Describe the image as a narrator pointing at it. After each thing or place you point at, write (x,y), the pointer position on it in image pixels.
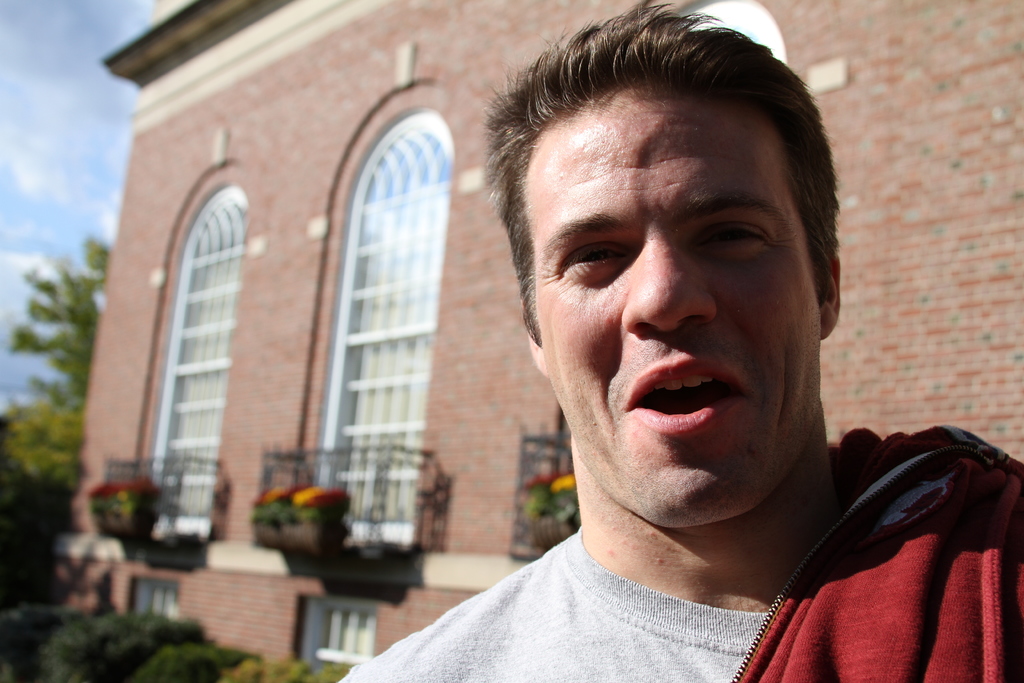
In this image there is a man (606,462) in the front (649,537) smiling. In the background (313,297) there is a building (301,333) and the sky (65,208) is cloudy and there are trees (89,350) and plants (109,661).
